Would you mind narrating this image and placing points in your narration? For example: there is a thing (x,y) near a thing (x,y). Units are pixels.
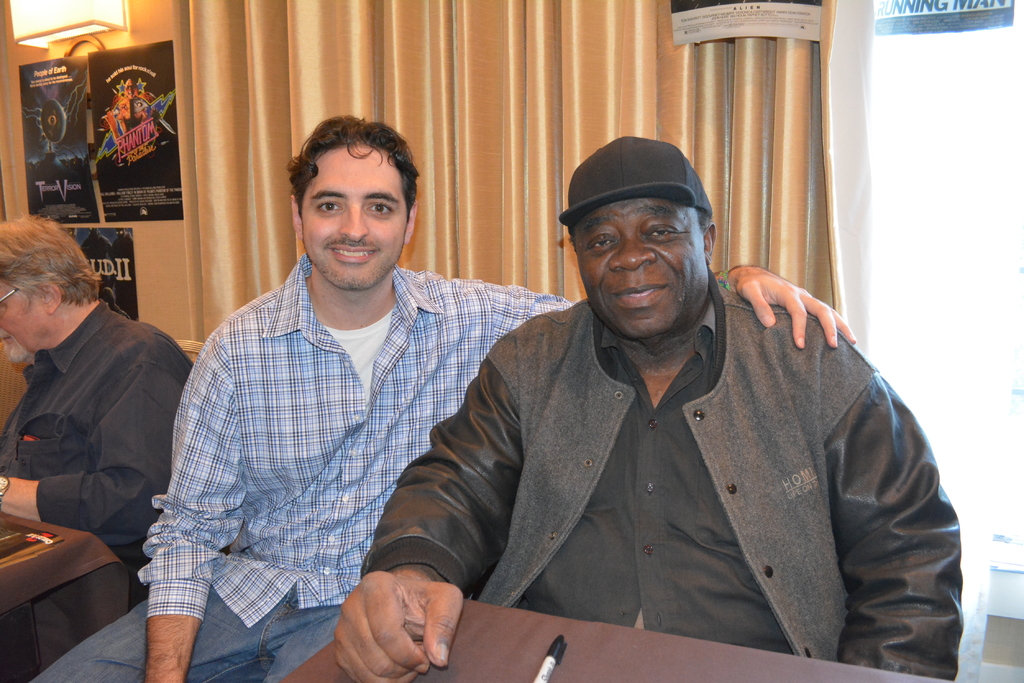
In this image we can see persons (283,409) sitting at the table (591,630). On the table (570,648) we can see marker (548,660). In the background (211,119) we can see curtain (221,107), posters (85,115), light (60,38) and wall (142,226).
